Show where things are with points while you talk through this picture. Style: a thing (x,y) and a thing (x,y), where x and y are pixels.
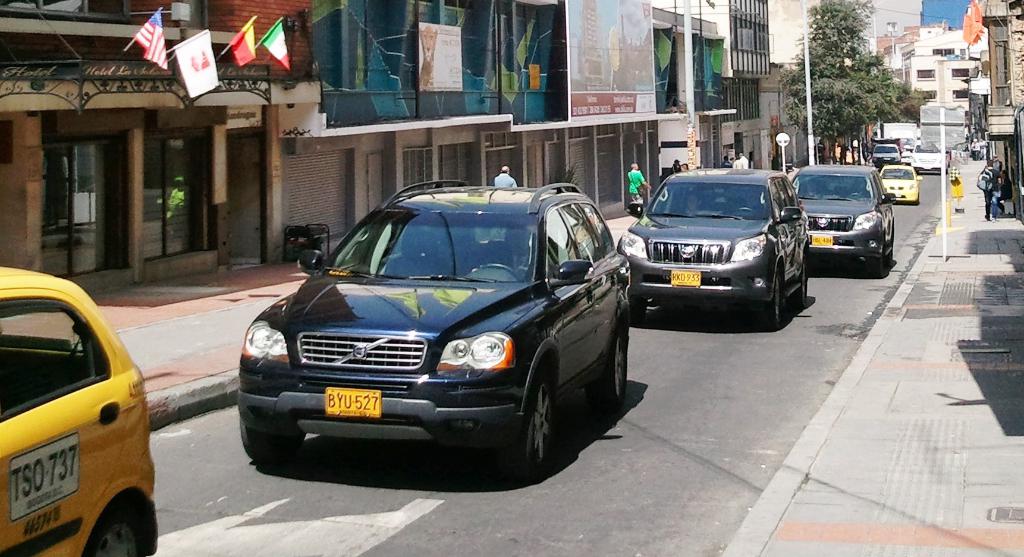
I can see the cars (470,370) on the road (178,457). These are the flags (210,40) hanging to the poles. This looks like a hoarding (614,41). These are the buildings (325,159) with glass doors (66,167). I can see few people (642,180) walking. This is the tree (844,118). I can see the poles (810,127) beside the road (938,183).
